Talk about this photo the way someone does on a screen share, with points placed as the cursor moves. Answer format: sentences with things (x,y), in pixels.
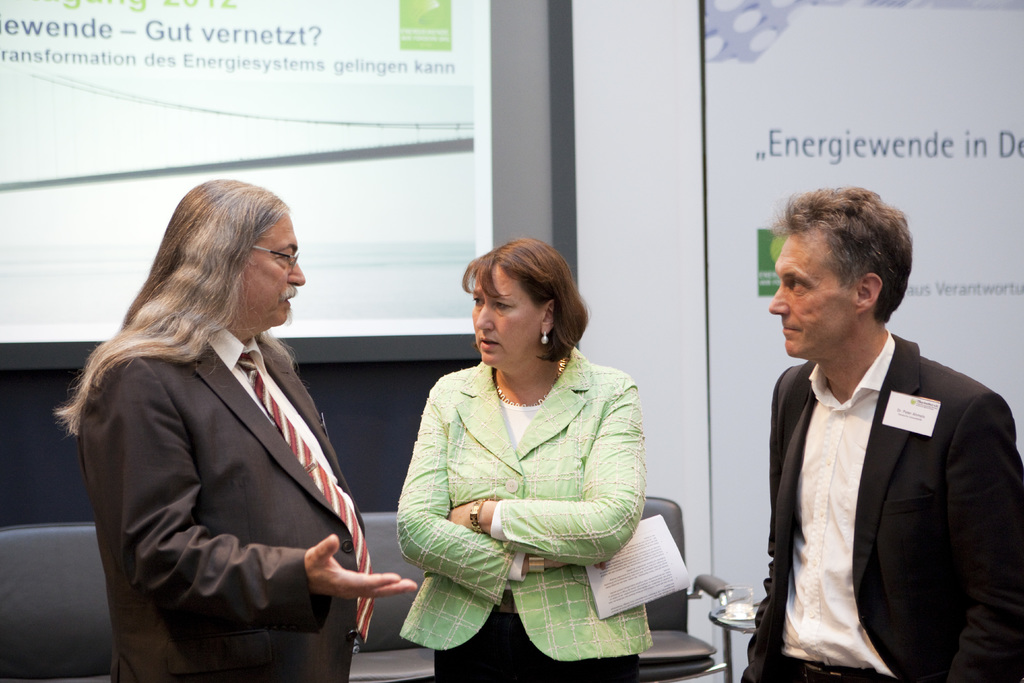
In the center of the image (504,329) there are three persons (624,655). There is a sofa (54,544). There is a projector screen (375,196) in the background of the image (374,254).
